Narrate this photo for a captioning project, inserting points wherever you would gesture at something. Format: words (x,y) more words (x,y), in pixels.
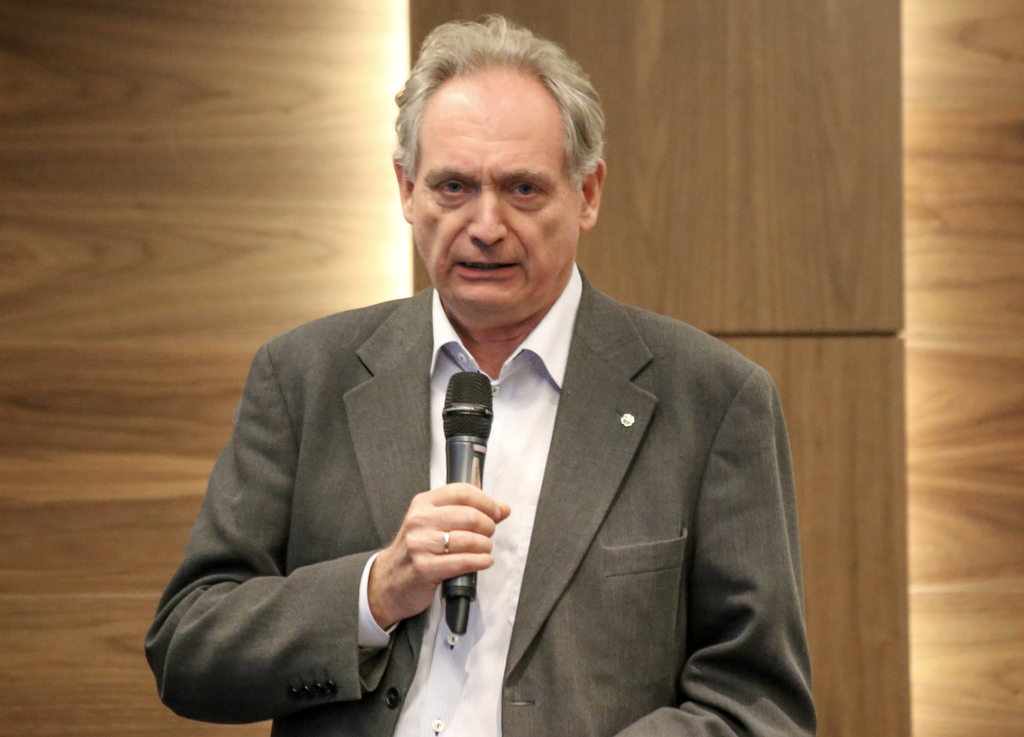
This is a picture of a man (632,461) in a blazer (632,473) holding a microphone (459,475). Behind the man (498,399) there is a wooden wall (164,124).
